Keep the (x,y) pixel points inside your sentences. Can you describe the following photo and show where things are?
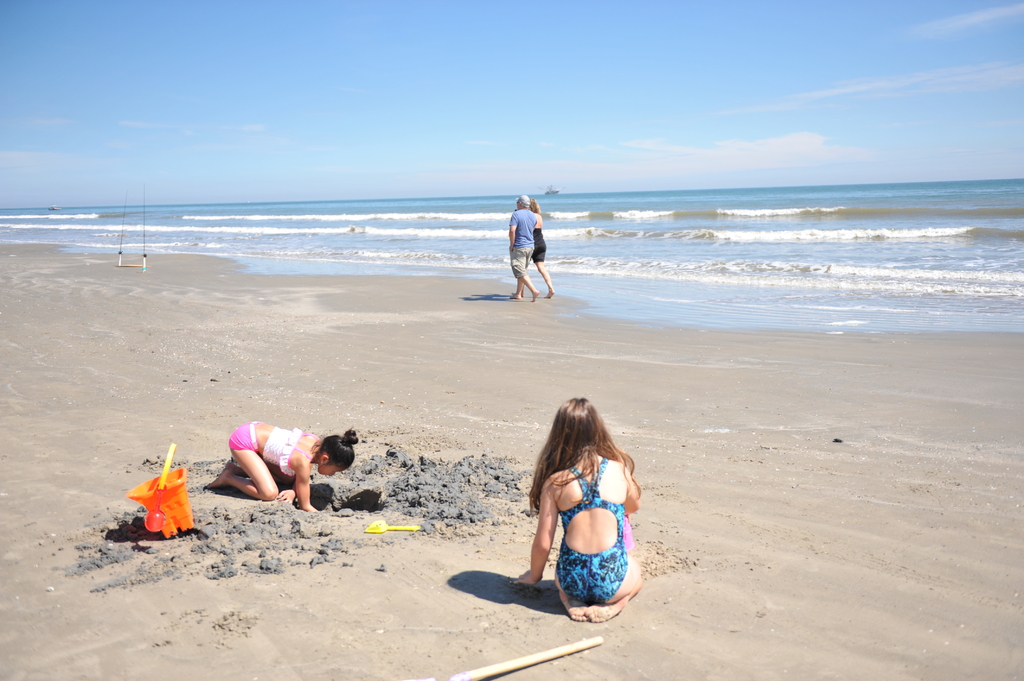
In this image I can see four persons (547,492) on the beach (485,555). In the background (613,197) I can see the ocean (469,208). On the top (469,95) I can see the blue sky (596,113). This image is taken on a sandy beach (736,598).
